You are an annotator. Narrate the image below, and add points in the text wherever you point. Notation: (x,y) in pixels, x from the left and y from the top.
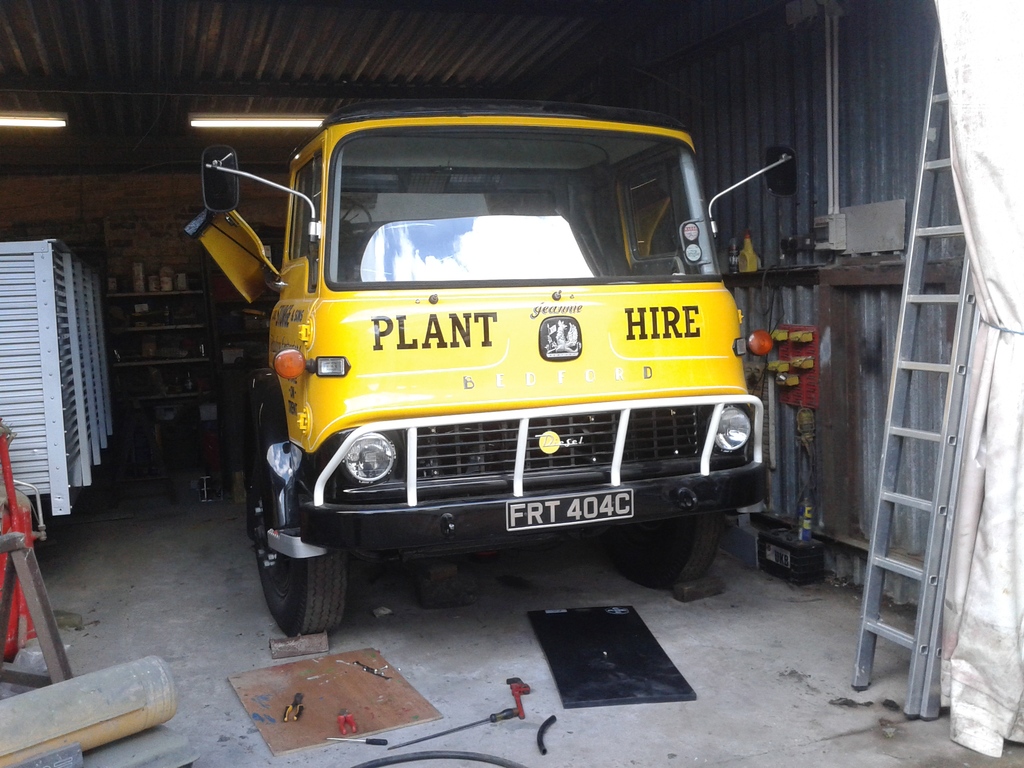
In this image we can see a shed (30,223). In the shed (181,235) we can see a vehicle (555,450). In the background (216,346), we can see few objects (184,342) on the shelves (189,400). On the left side (12,380), we can see few objects (17,631). On the right side (1006,48) there is a ladder (918,283) and a curtain (986,107). At the bottom (90,759) we can see few objects (288,685).
